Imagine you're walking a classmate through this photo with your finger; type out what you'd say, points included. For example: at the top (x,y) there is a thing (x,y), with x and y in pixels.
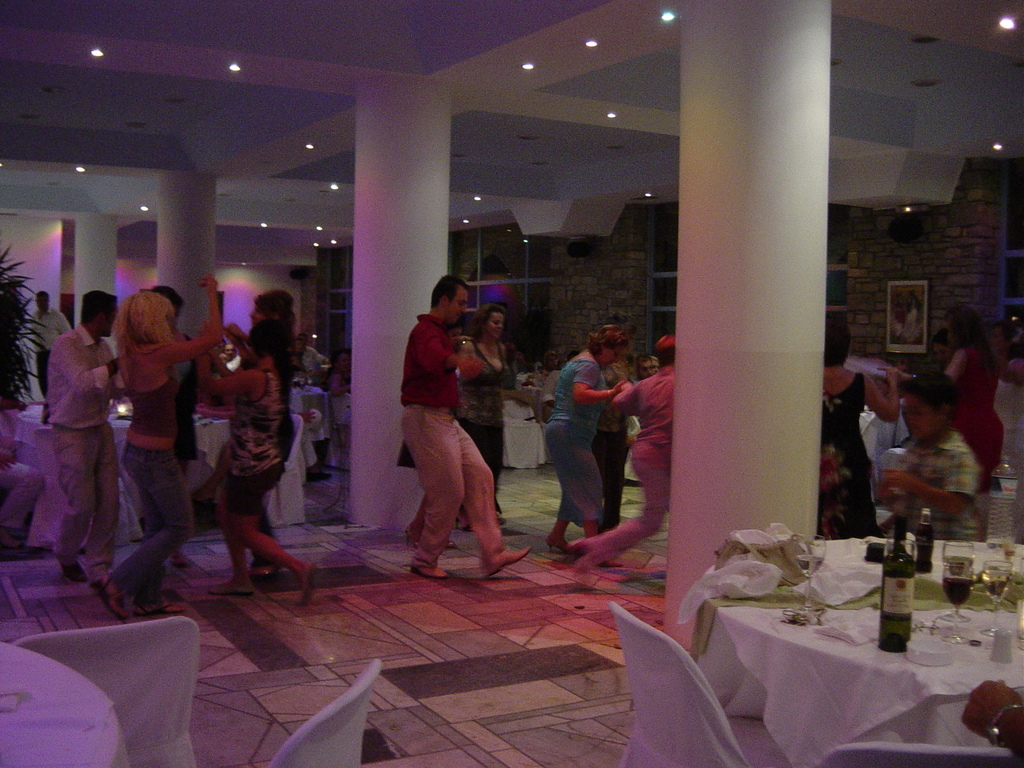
In this image we can see people (255,408) are dancing. Picture (915,313) is on the wall (867,273). We can see chairs (680,674), tables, plant (7,289), pillars (386,251), windows (673,231), ceiling lights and wall (581,292). Above the tables (800,596) there are bottles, glasses (1007,587) and things (843,587).
